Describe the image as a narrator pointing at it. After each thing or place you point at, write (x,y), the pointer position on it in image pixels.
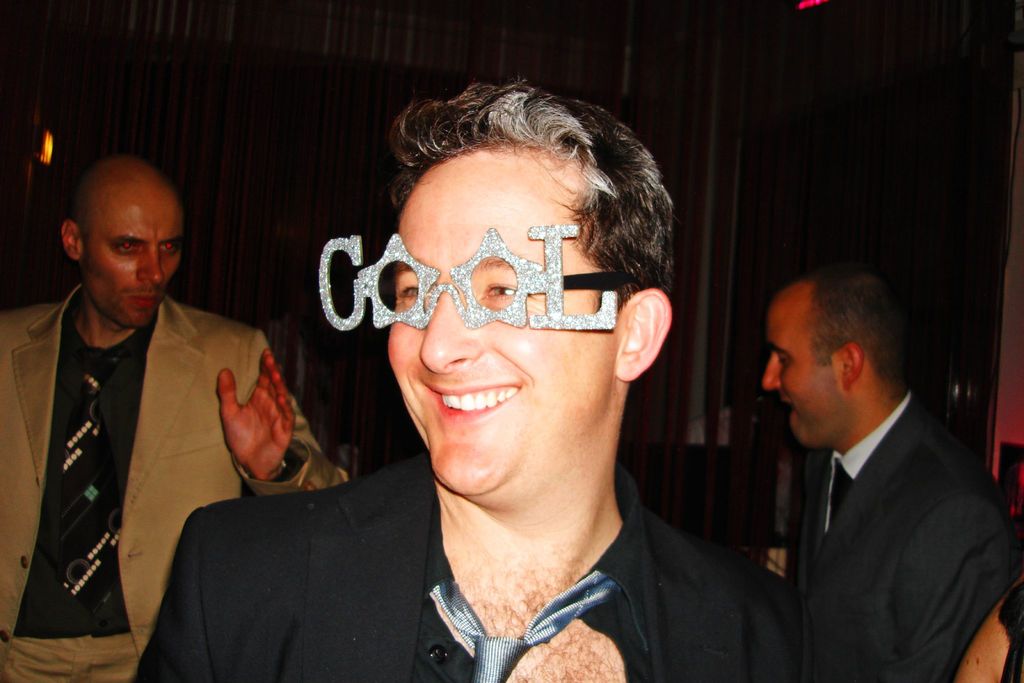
In front of the image there is a person (589,519) with a smile on his face (411,403) is wearing a decorative eyewear (402,320), behind him there are two other people (159,420), behind them there is a wall (353,421).
